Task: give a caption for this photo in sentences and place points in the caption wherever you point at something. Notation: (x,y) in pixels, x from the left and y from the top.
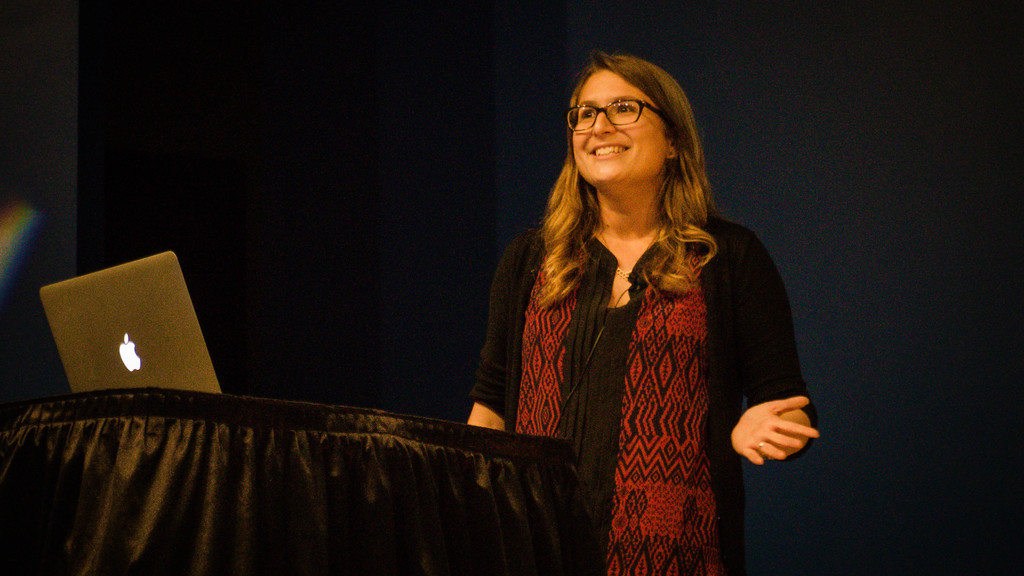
In this image, I can see the woman (607,245) standing and smiling. This looks like a table (224,474), which is covered with the cloth (286,482). I can see a laptop (112,359) on the table (137,389). This cloth (232,410) looks black in color. The background (319,225) looks dark.
